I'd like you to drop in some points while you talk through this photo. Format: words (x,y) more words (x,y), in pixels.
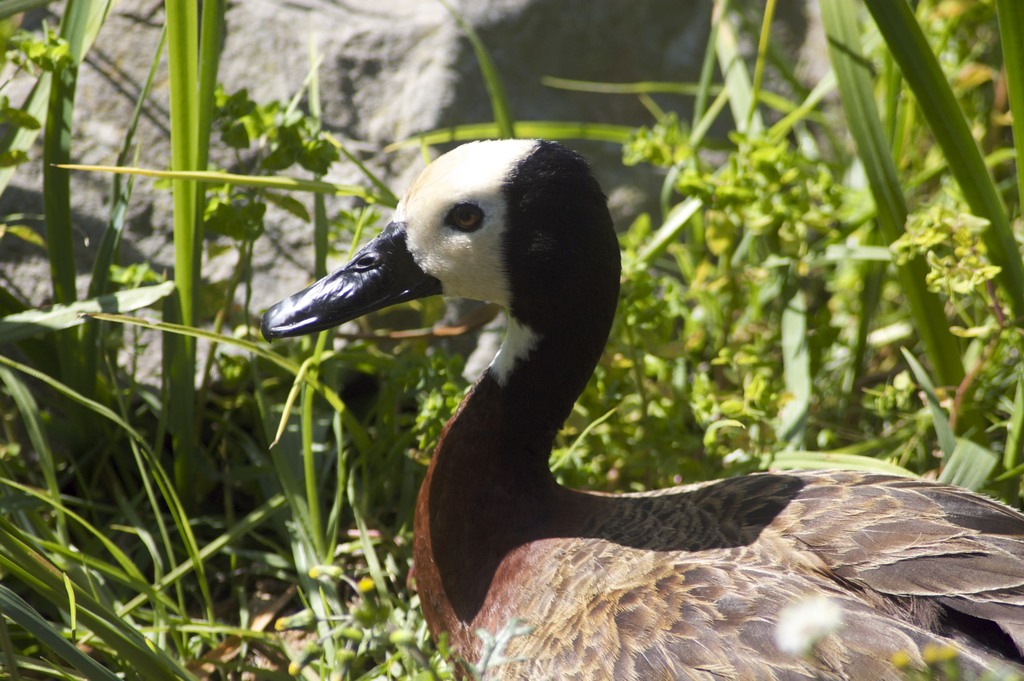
In this image, I can see the duck (668,570). These are the plants (746,302). In the background (362,86), that looks like a rock (408,64).
